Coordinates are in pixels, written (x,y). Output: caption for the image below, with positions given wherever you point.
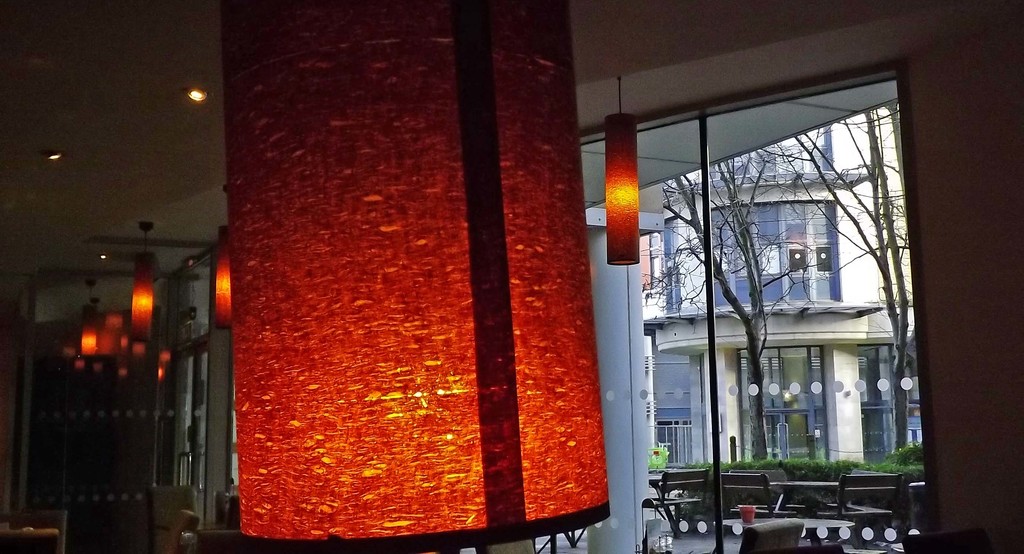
The picture is clicked inside a building (136,198). There are many tables (40,528) and chairs (164,495). On the top (516,171) there are lights (459,245). Outside there are few chairs (723,484) and tables (809,520). In the background (752,345) there are buildings (739,293), trees (744,326). This is a glass wall (658,418).
